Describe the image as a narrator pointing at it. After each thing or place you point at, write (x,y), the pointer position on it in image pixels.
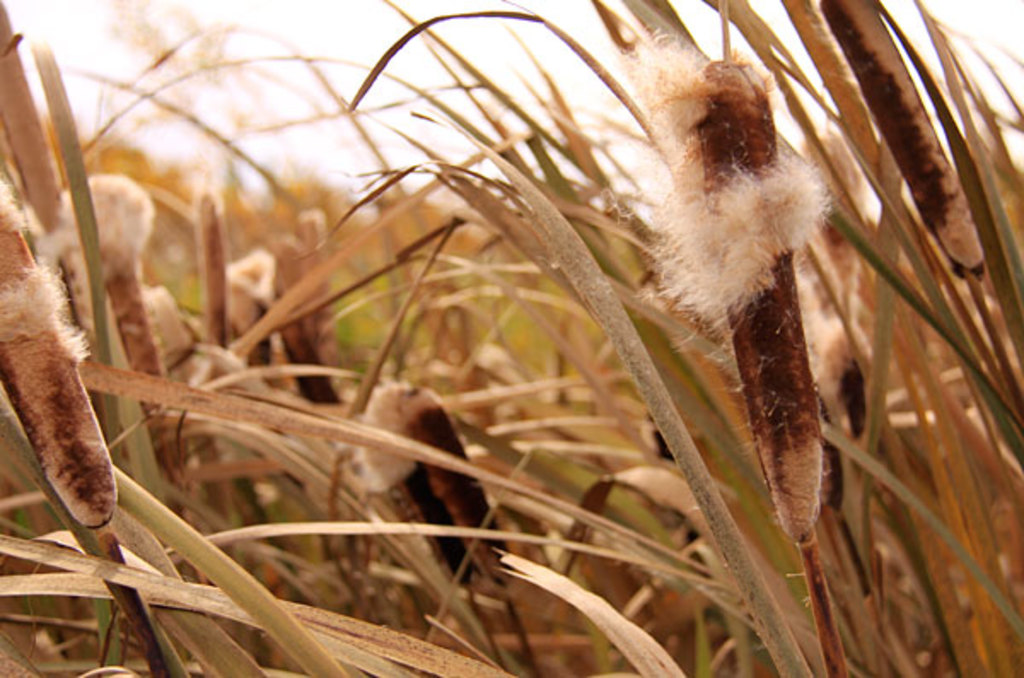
In this picture I can see the cottons (702,207) on the plants (769,229). At the bottom (235,476) I can see the leaves (228,434). At the top (442,52) I can see the sky (492,66). In the background (386,310) I can see the blur image.
